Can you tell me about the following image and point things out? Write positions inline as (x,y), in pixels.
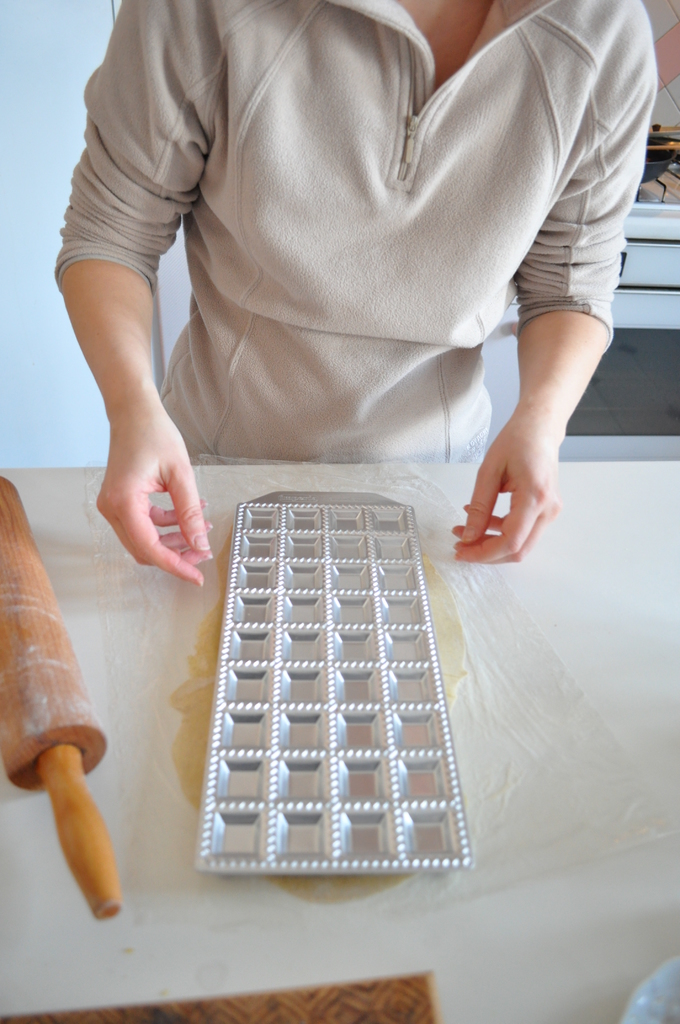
In the picture we can see a table (192,906) on it, we can see a tray (294,509) and beside it, we can see a wooden stick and near the table (21,864), we can see a person (457,353) standing and trying to hold the tray (284,513).
